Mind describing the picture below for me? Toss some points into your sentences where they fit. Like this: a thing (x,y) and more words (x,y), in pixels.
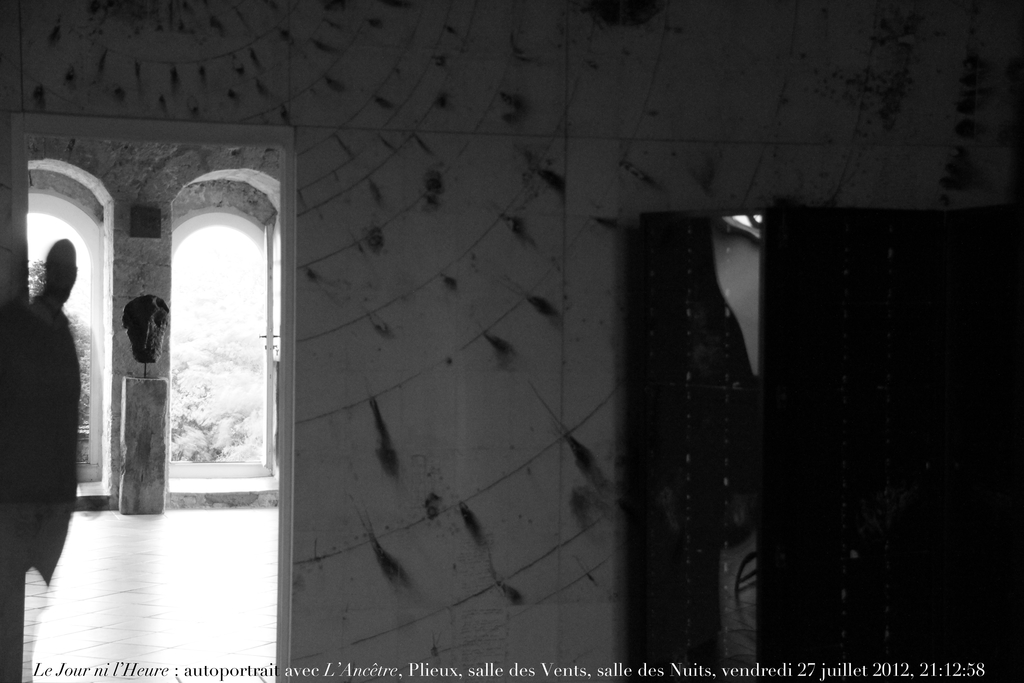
This is a black and white pic. On the left side (53,334) we can see the blur image of a person (39,466) and on the right side (876,607) there is a mirror (749,628) on an object (874,557) and we can see the wall (427,445). In the background (189,430) there are trees (208,373) on the left side (204,368). At the bottom (422,674) there is a text (498,671) written on the image.
